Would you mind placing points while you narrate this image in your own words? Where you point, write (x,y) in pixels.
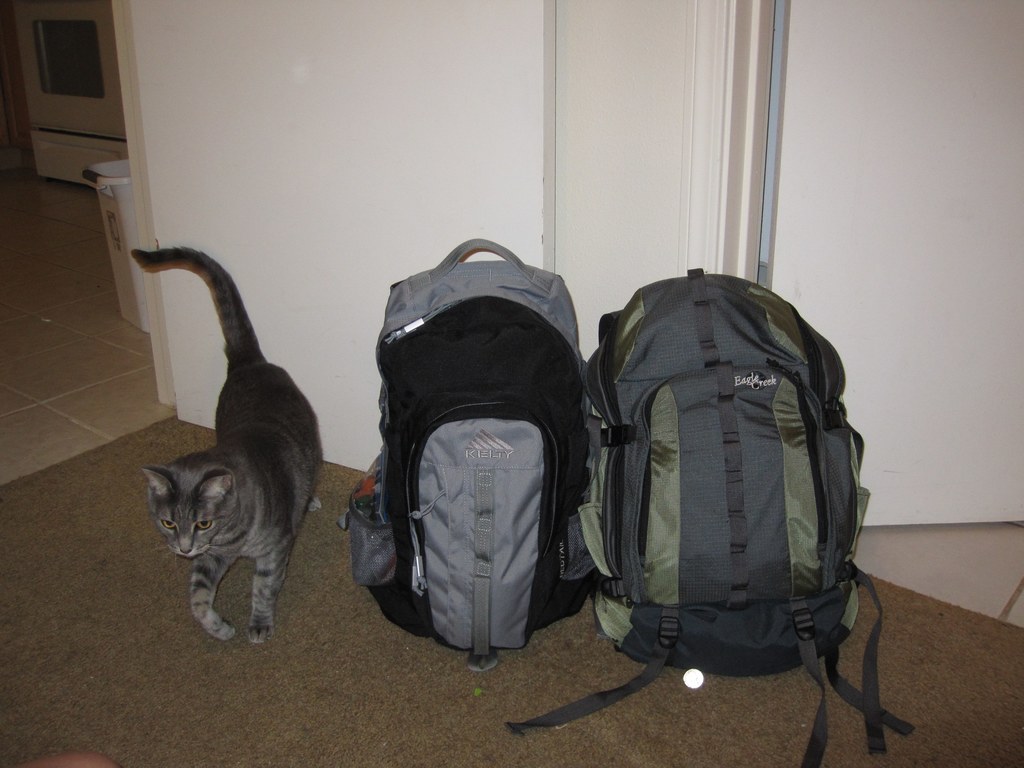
In this image there are two backpacks (463,488) kept on the floor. To the left (189,463) there is a cat (205,547). In the background (399,148) there is a wall (343,169) and a door (813,121). At the bottom (234,685) there is floor mat (343,727).
